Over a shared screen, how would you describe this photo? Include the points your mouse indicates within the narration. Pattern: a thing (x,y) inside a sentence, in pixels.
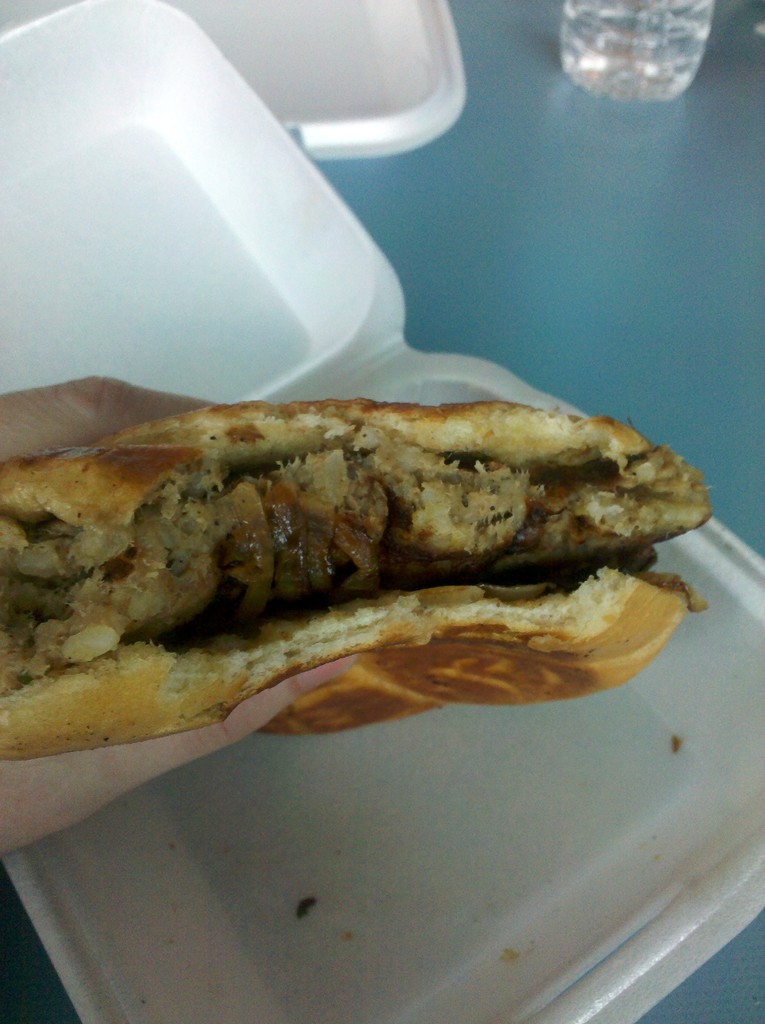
In this image, we can see a table (584,291). On the left side of the table (506,291), we can also see fingers (52,798) of a person (39,805) holding some food item (177,655). In the background of the table (430,288), we can see a box (756,827). On the right side of the table (561,83), we can see water (691,61) in a glass (689,64). In the background of the table (462,119), we can also see a tray (352,74).
